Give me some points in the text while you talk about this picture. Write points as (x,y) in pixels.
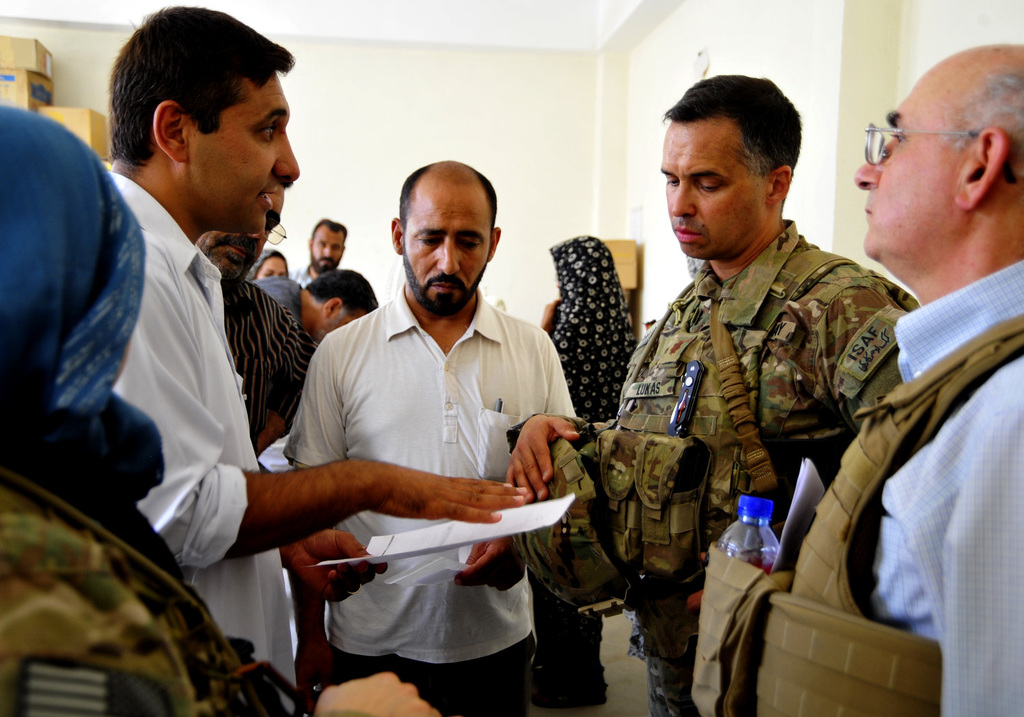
In this image we can see a group of people (405,469) standing. In that a man (400,457) is standing holding a paper (520,528) and the other is holding a helmet (565,484). On the right side (728,614) we can see a person (994,539) wearing a jacket (812,635) containing a bottle (770,569) and some papers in his pouch (763,594). On the backside (572,156) we can see a wall (588,151) and some cardboard boxes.
